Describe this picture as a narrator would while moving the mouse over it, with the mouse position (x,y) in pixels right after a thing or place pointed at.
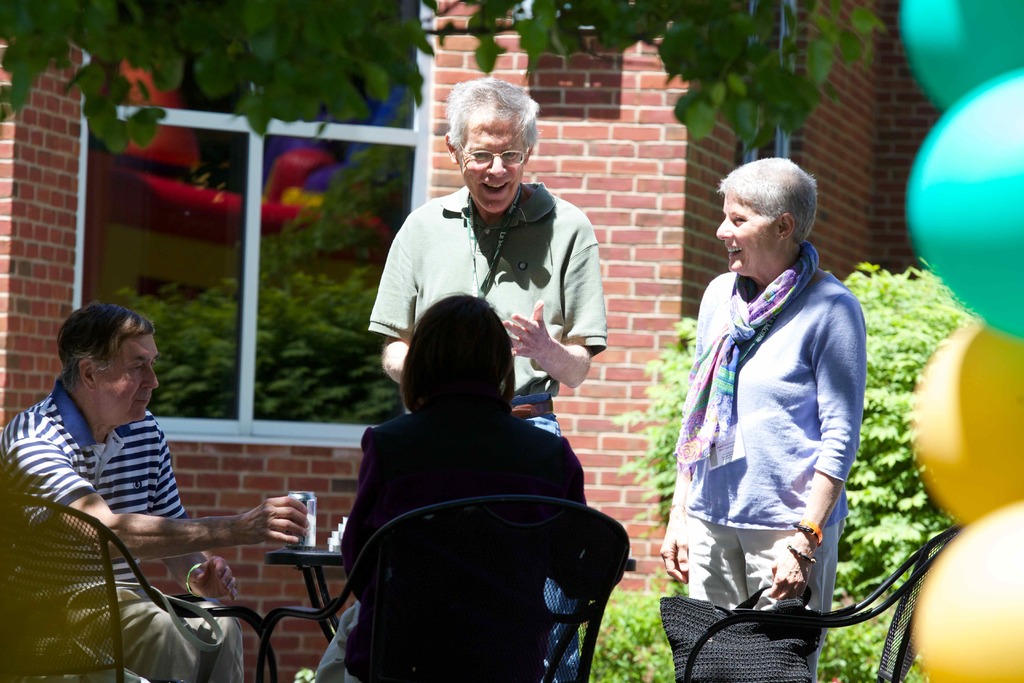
In this image there are two people (355,619) sitting on the chairs (389,644) at the table (314,558). In front of them there are two people (571,263) standing. They are smiling. The man (283,509) to the left (305,542) is holding a drink can (309,528) in his hand (294,529). Behind them there is a wall (609,119) of the house (13,135). There is a glass window (257,206) to the wall (862,96). To the right (965,47) there are balloons (944,469). Beside the balloons (938,494) there are plants (871,492). At the top (262,23) there are leaves (33,18) of a tree (317,14).
